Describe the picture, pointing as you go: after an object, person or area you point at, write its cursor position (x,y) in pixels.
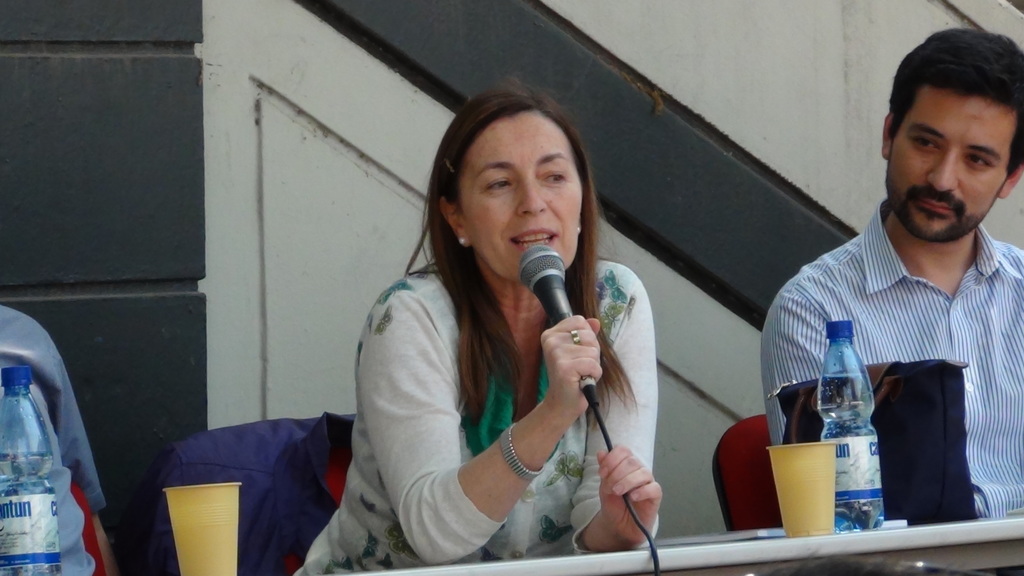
In this image I see a woman (421,326) and a man (1004,191) and both of them are sitting on the chairs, I can also see that this woman (632,380) is holding the mic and in front of them I see the bottles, bag (938,519) and the cups (191,570).
